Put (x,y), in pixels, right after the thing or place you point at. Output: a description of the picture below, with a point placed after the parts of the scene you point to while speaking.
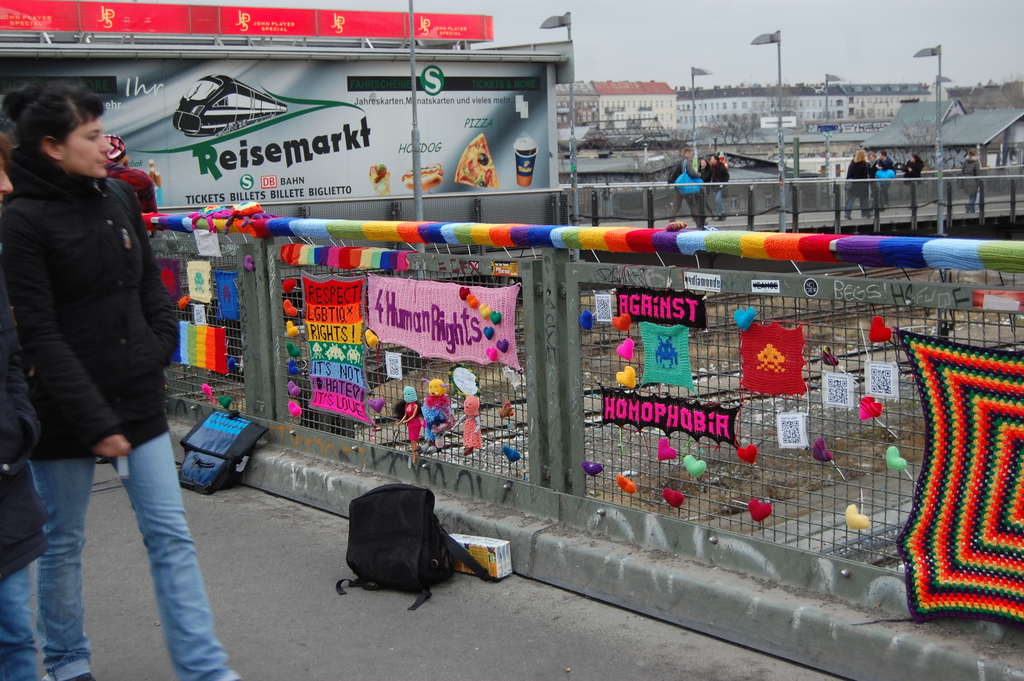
In this image we can see road (512,669), bags (377,589), fence (495,429), posts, people (56,633), poles (937,169), hoardings (439,141), sheds (878,132), and buildings (815,109). In the background (897,11) there is sky (804,5).
